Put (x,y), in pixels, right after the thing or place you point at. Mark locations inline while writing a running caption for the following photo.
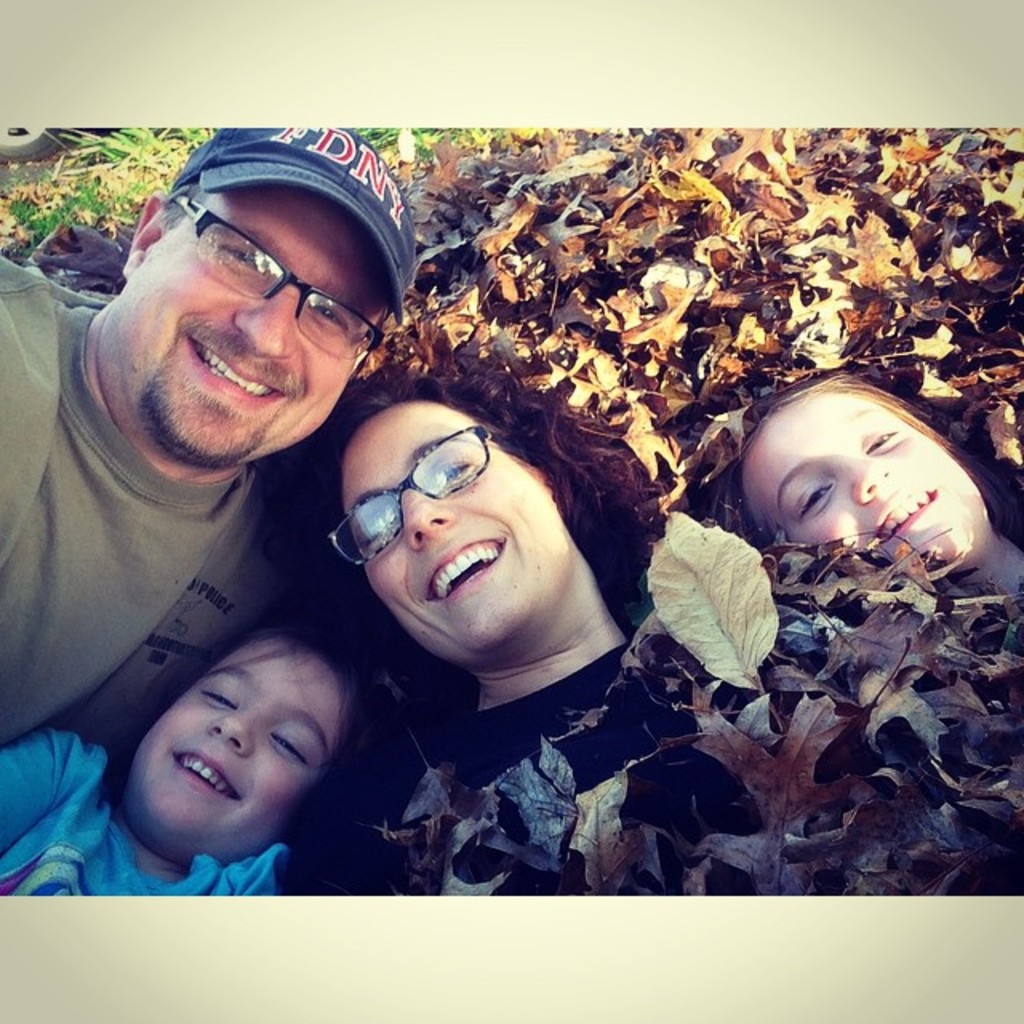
In this image there are some people (221,585) who are smiling, and in the background (615,334) there are some plants (506,848).
